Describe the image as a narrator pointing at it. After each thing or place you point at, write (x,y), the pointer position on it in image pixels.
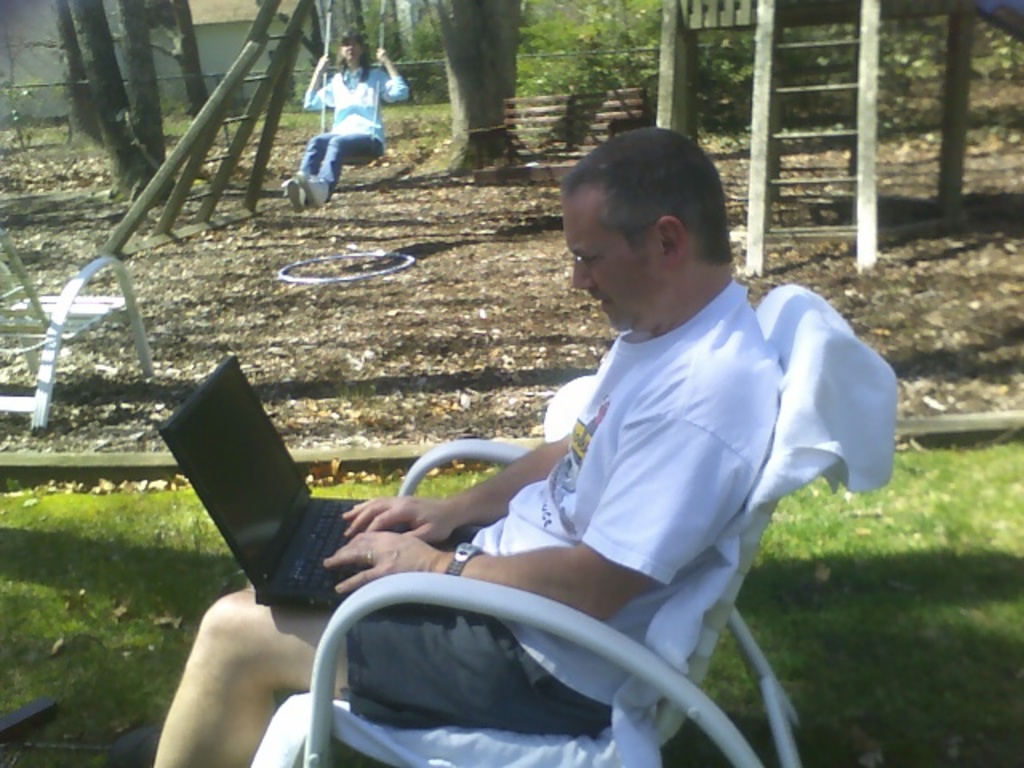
In the middle of the image (660,475) we can see a man (647,312), he is sitting on the chair (459,588), in front of him we can see a laptop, in the background (627,16) we can see few trees (469,144) and a woman (336,90), she is sitting on the swing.
